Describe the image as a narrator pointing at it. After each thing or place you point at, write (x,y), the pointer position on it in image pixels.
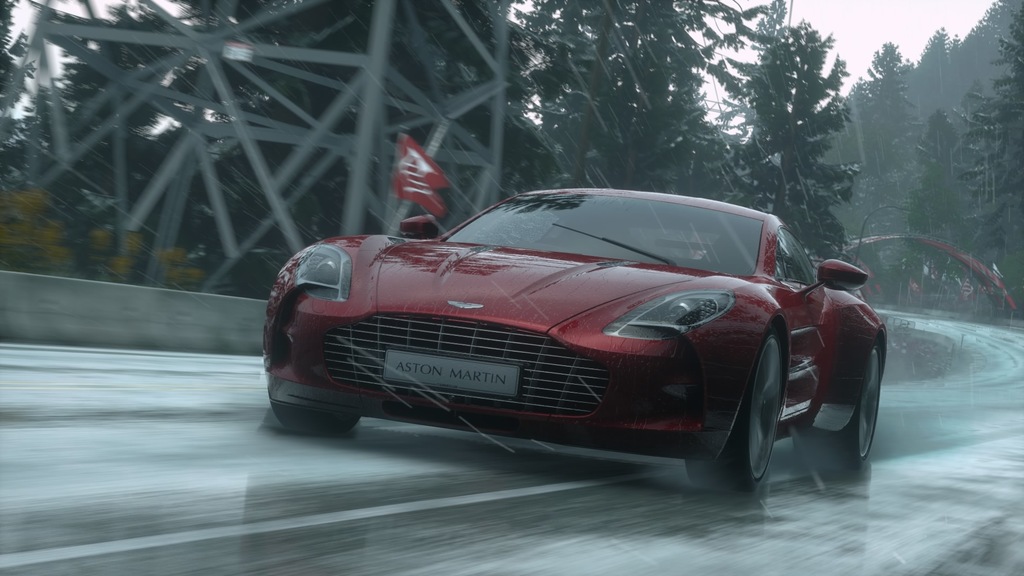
In this picture we can see a red car (425,397) on the road (259,388). There is a red flag (434,200) behind this car (445,257). It is raining. We can see few trees (80,237) and a tower (200,33) on the left side (324,41). There are some flags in the background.
